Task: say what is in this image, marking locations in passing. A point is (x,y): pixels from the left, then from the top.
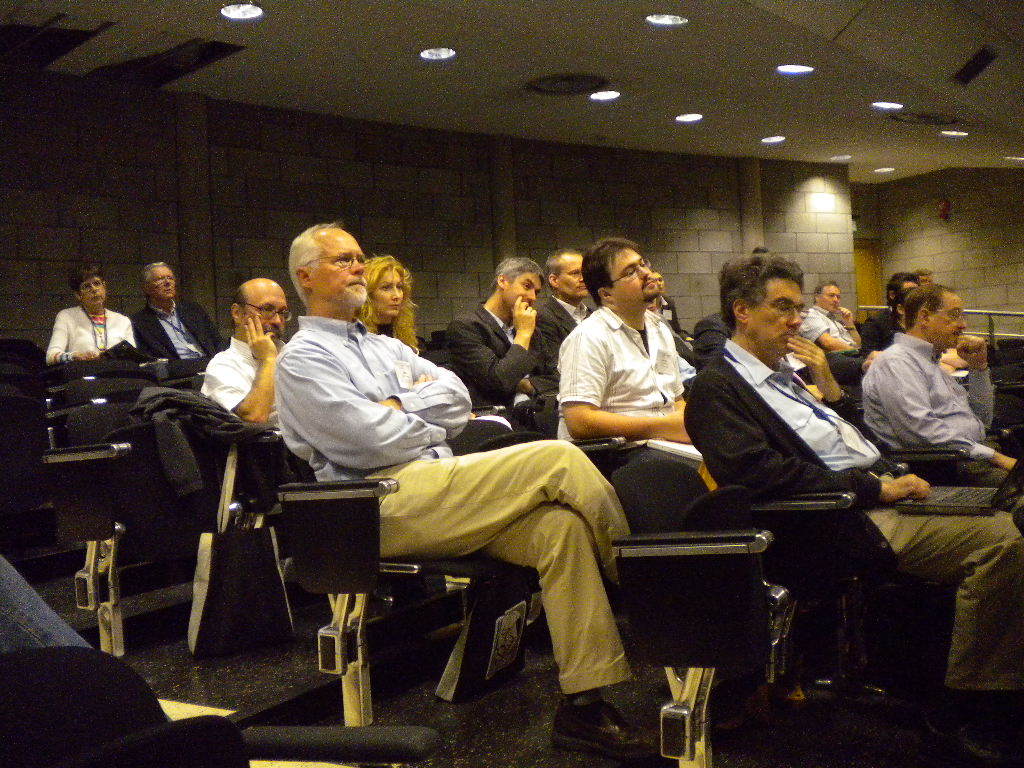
In this image we can see a group of people (581,454) are sitting on the chairs (344,543) and few people (108,325) are holding some objects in their hands (683,434). There are many lights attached to the roof (589,91).
